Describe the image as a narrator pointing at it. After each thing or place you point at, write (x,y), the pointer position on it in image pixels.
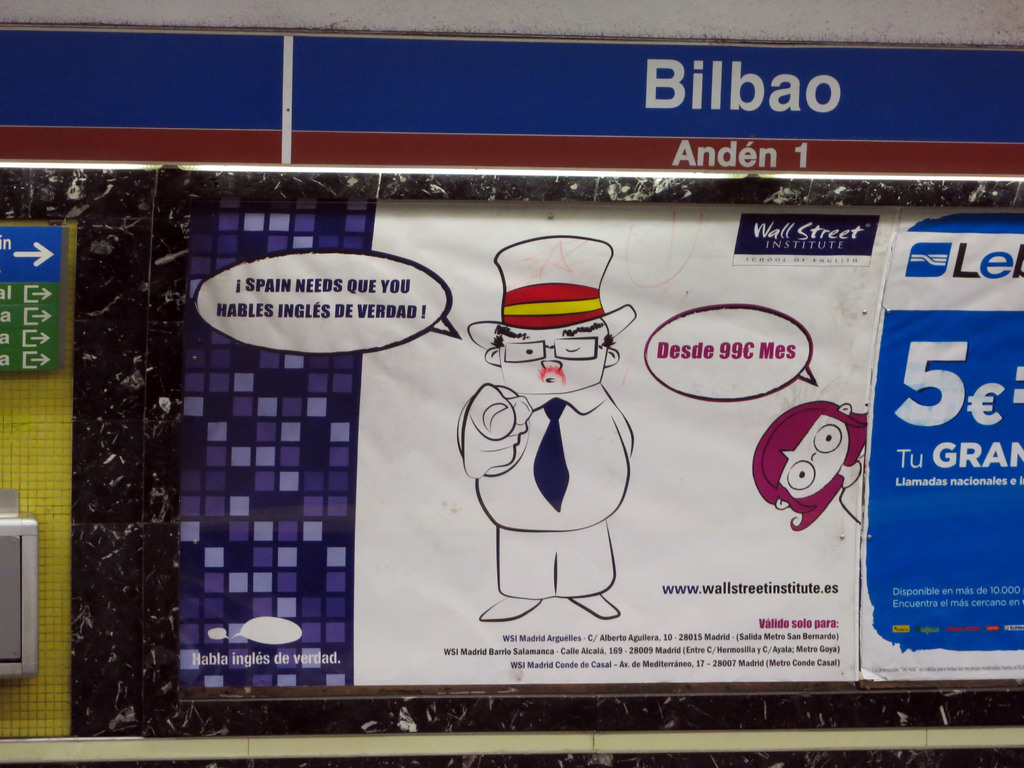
In this picture I can see boards (200,106) and a poster (706,509). There are images (778,436), words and numbers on the poster (448,328).
